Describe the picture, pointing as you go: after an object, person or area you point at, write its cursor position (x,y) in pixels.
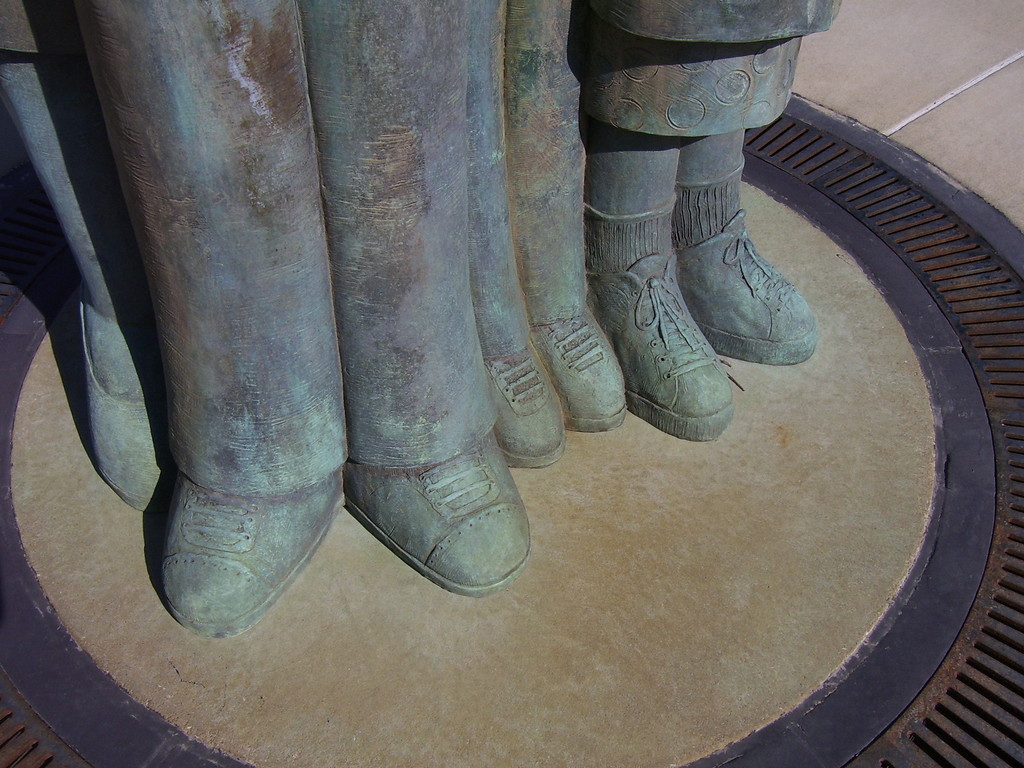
In this image, we can see statues (513,303) and in the background (908,81), there is a road (906,83).
